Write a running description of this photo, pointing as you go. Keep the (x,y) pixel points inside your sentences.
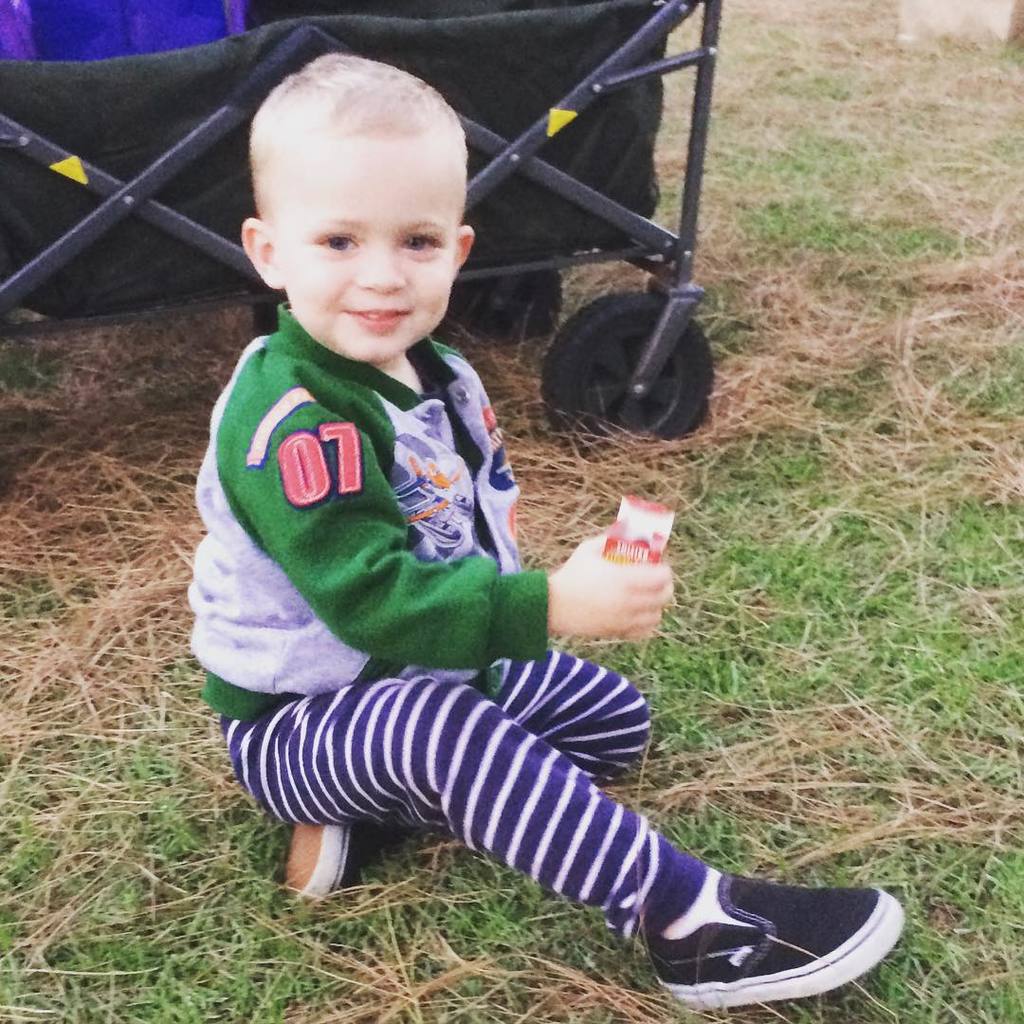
In this image I can see the person (429,631) wearing the blue, white and green color dress (359,628). The person (348,730) is sitting on the grass (717,715). In the background (529,263) I can see the black color trolley (520,225).
